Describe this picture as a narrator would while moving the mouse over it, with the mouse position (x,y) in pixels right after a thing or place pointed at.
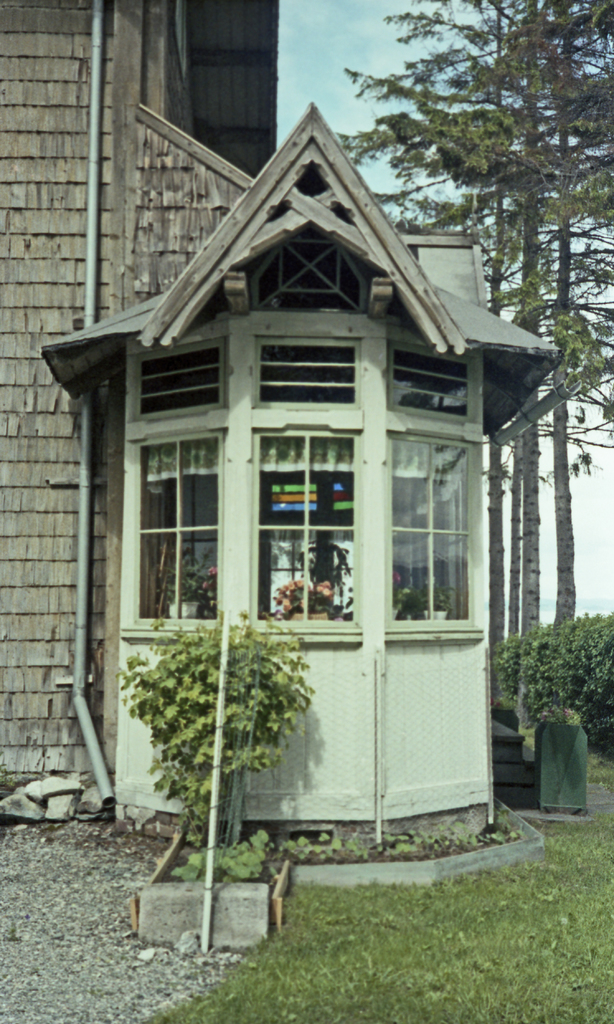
In this image there is a house (128,215) with a plastic pipe (93,116) and glass windows (310,545), in front of the house (369,749) there is a plant (209,729), beside the house (357,733) there are bushes (533,682) and trees (441,165).
